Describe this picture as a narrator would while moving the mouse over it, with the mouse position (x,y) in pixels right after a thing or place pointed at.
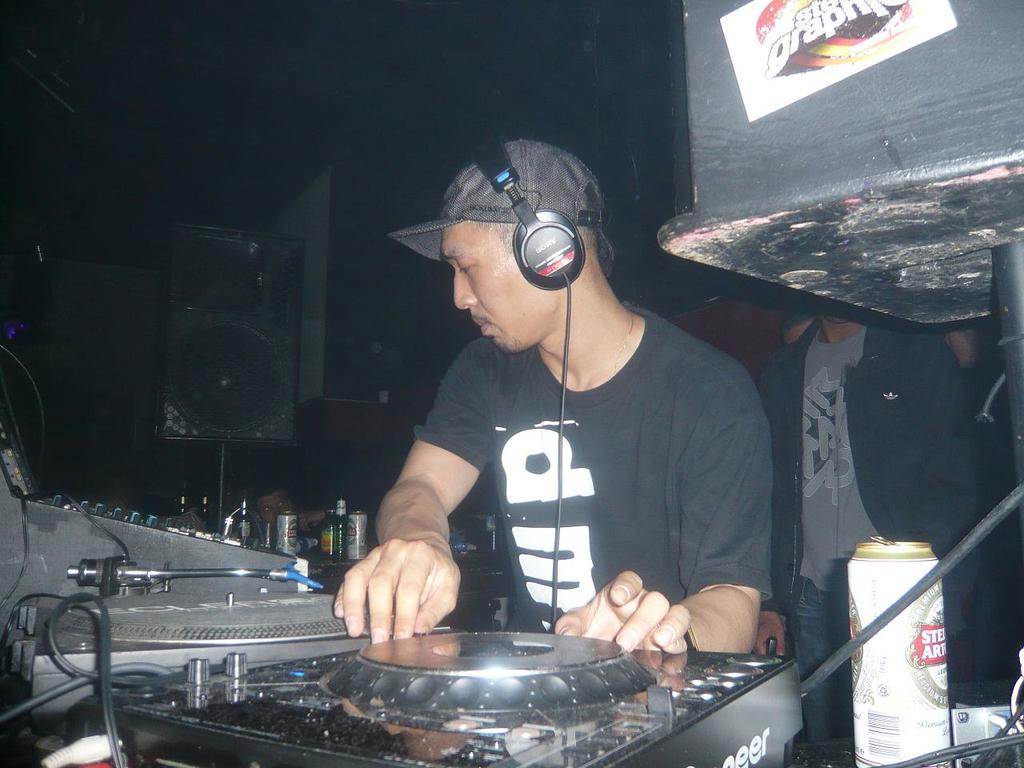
In this image we can see a person (566,491) operating the devices (243,611). There are few people (869,465) in the image. There are few objects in the image. There is a poster (866,44) on an object (852,42) at the right top most of the image (827,40).
